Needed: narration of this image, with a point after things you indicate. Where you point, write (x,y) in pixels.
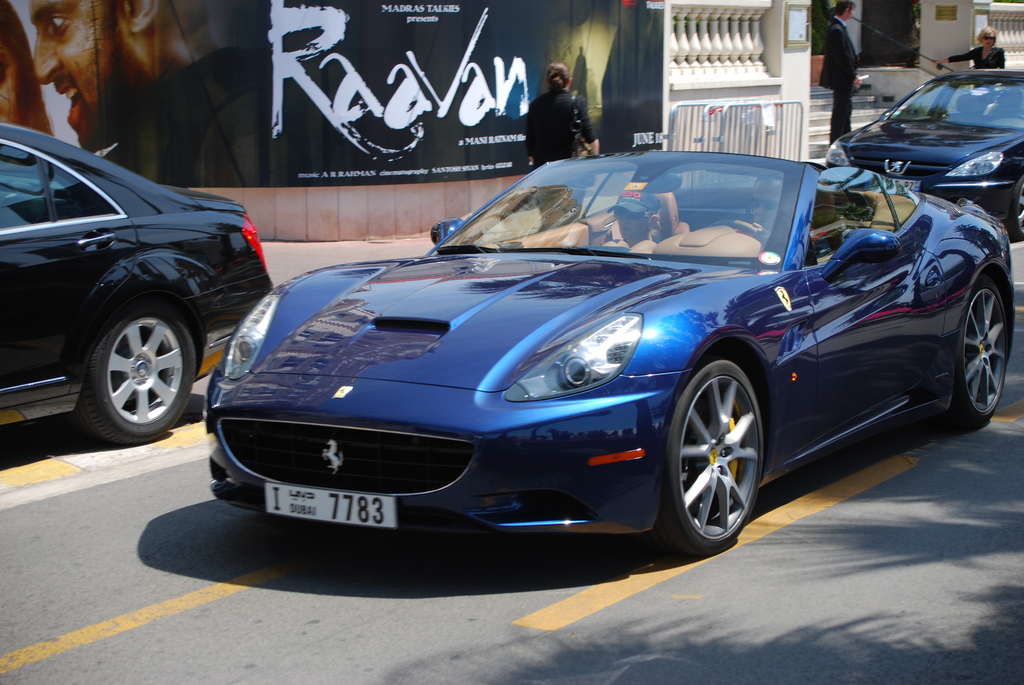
This image consists of a cars (526,394). In the front (626,426), there is a car (709,413) in blue color. At the bottom (713,588), there is a road (677,563). In the background (375,60), we can see a building (894,45) on which there is a banner (292,104) of a movie.
